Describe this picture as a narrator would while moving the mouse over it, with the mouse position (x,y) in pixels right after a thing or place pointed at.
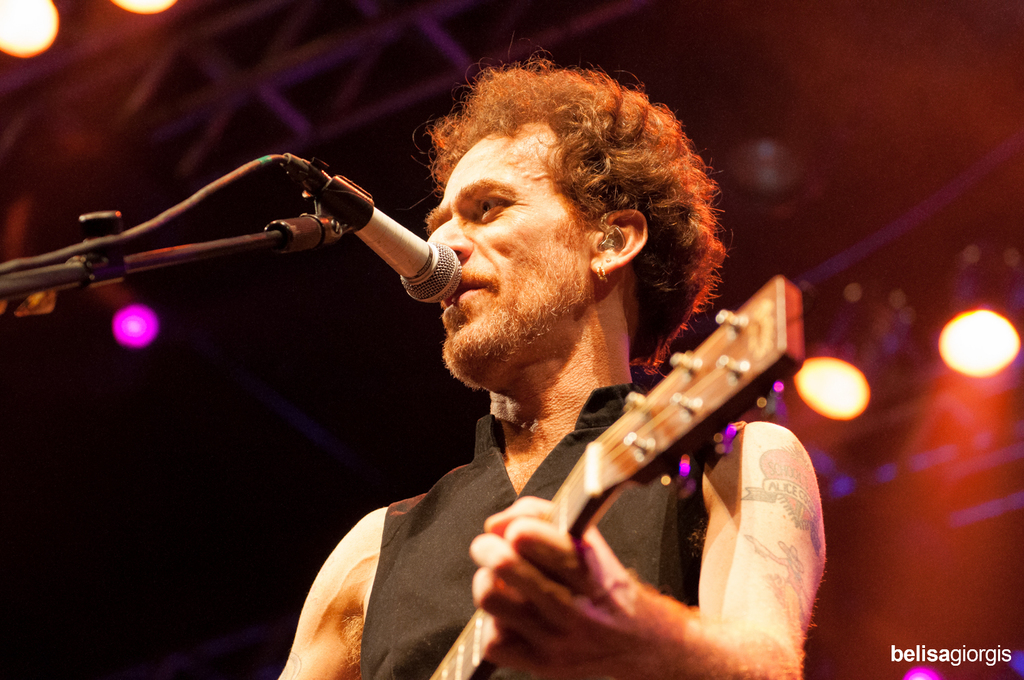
In this picture there is a man (505,597) who is wearing black dress (639,502). He is singing and playing a guitar (731,356). In front of him there is a mic (420,298). On the right (963,357) i can see the lights (945,348). In the bottom right corner (967,653) there is a watermark (952,659). In the bottom left corner (46,540) I can see the darkness (21,531).
